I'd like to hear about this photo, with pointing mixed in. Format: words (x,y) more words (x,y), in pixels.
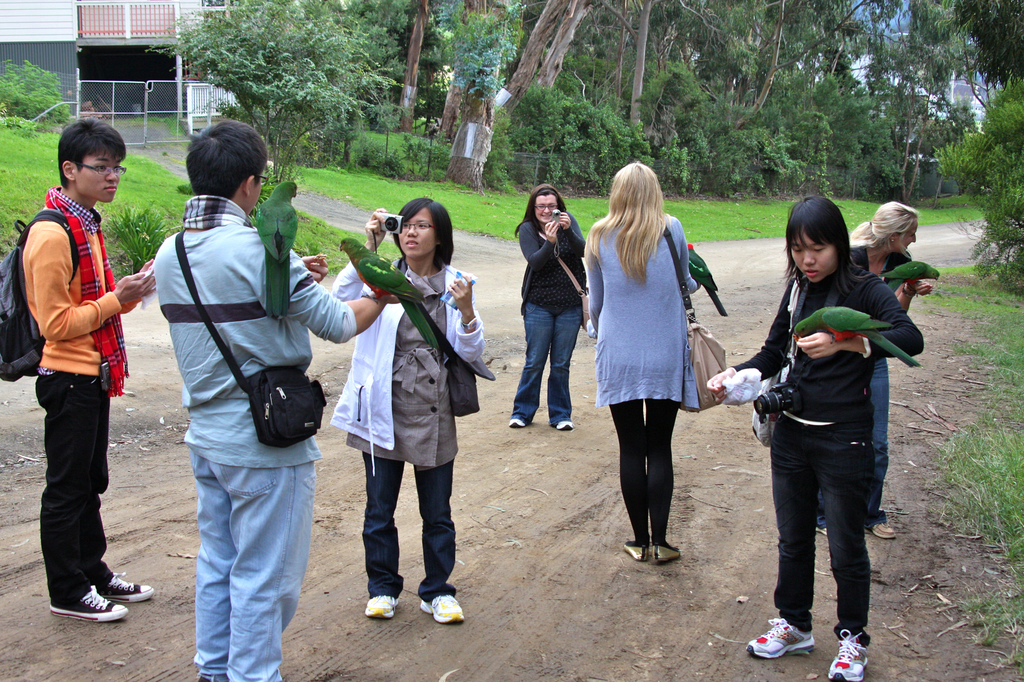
In this image we can see a few people (429,371), two of them are taking pictures, there are some parrots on the people (463,357), there are trees (277,63) plants (291,68), house (135,109), also we can see the sky (878,26).
